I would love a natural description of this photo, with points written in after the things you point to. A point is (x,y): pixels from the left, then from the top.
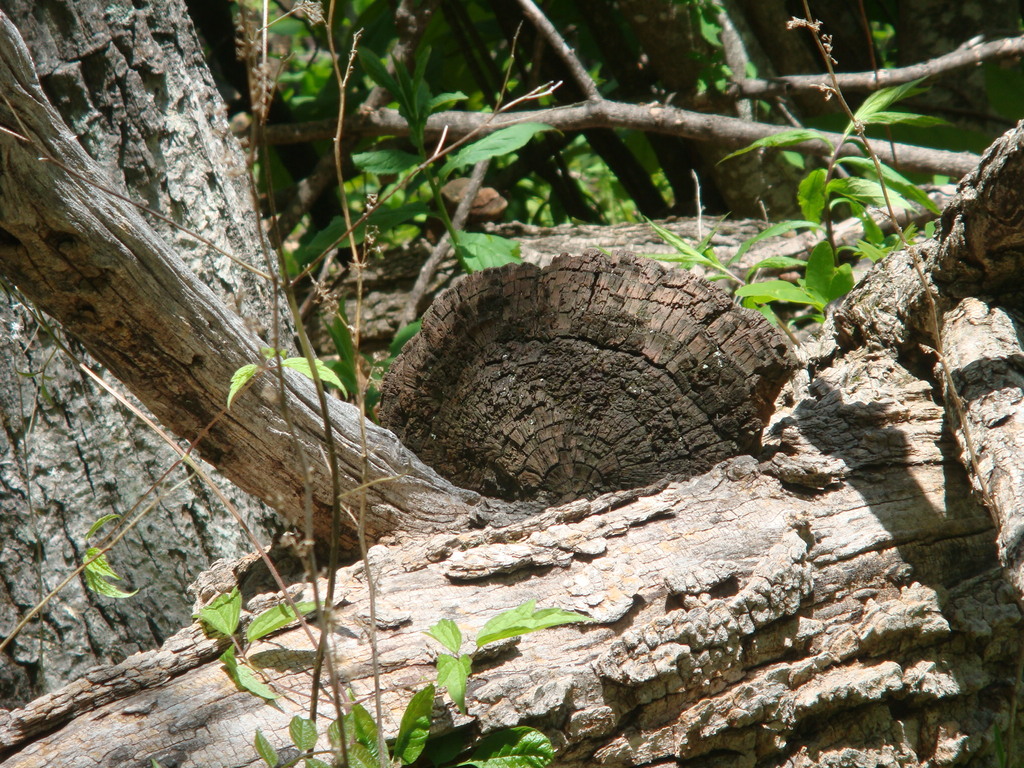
In this image in the foreground (501,579) and background (584,202) there are some trees (659,286) and plants (761,286).
